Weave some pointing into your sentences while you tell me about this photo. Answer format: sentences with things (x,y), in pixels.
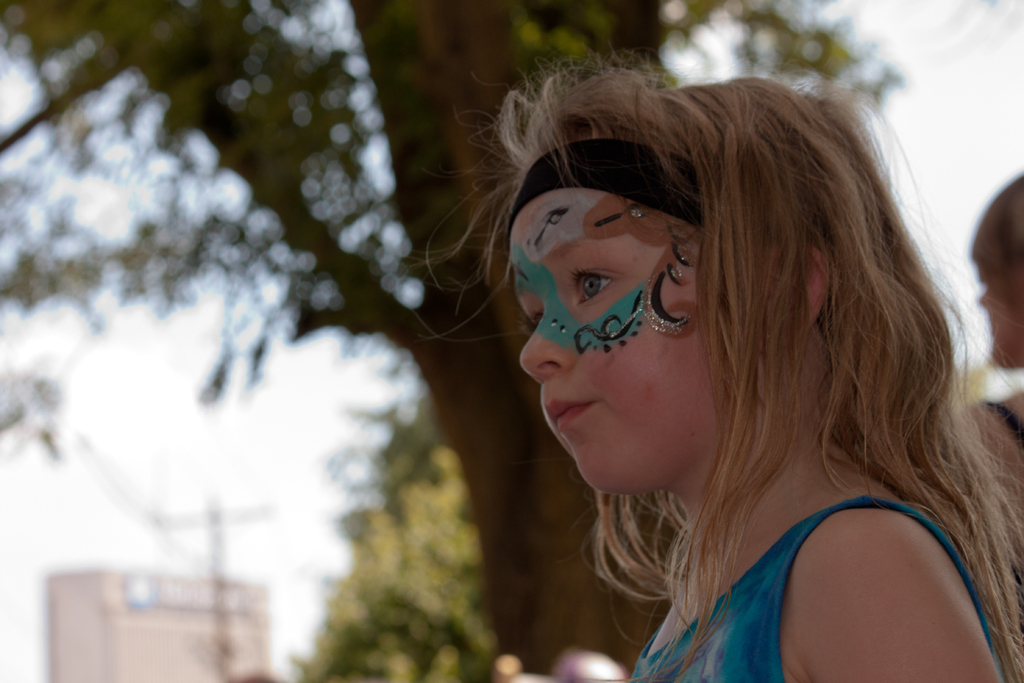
In this picture we can see a girl (649,555) with a painting (566,233) on her face (527,297), trees (520,378), building (254,617) and a person (1000,349) and in the background (959,263) we can see the sky (911,42).
